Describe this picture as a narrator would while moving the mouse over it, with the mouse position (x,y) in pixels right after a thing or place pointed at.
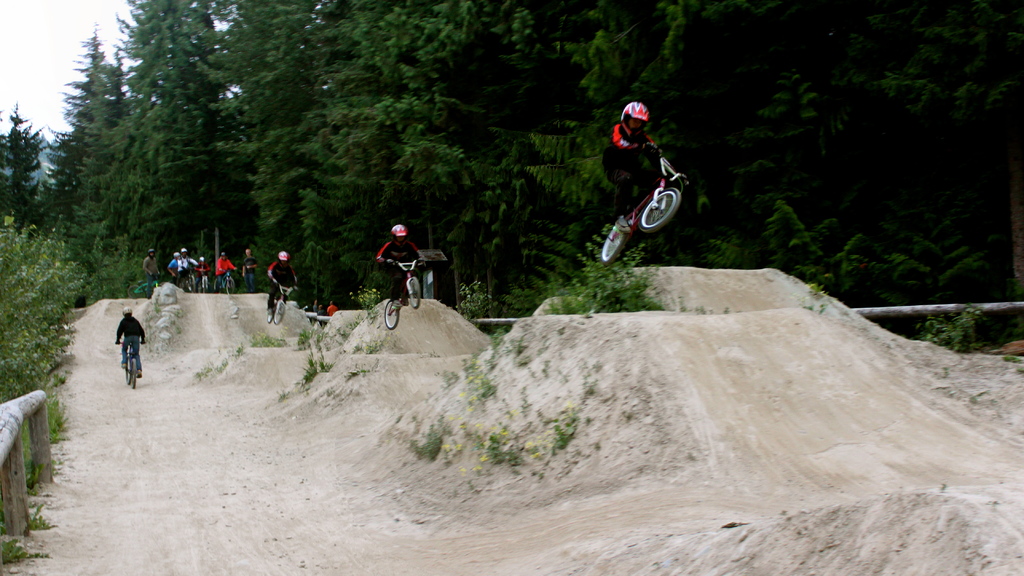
In this picture I can see few people (294,279) are riding bicycles (286,294) and I can see trees (548,88), plants (6,297) and a cloudy sky (54,73).
